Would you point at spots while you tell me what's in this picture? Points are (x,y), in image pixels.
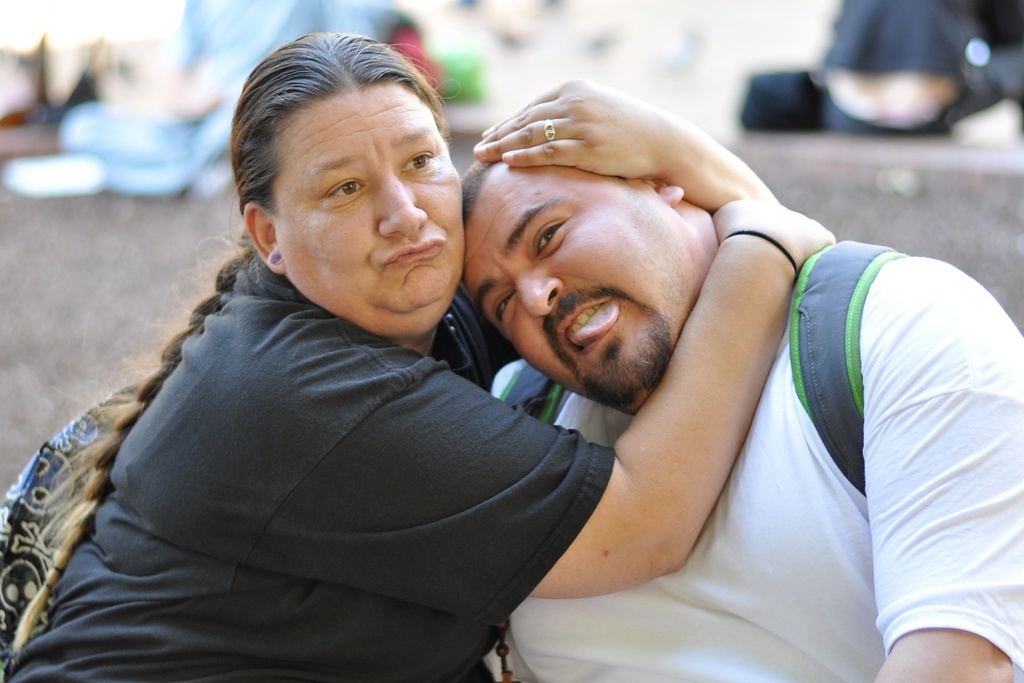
In this image, I can see the man (690,614) and a woman (287,588) sitting. I think this is a bag (48,483). The background (179,76) looks blurry.
